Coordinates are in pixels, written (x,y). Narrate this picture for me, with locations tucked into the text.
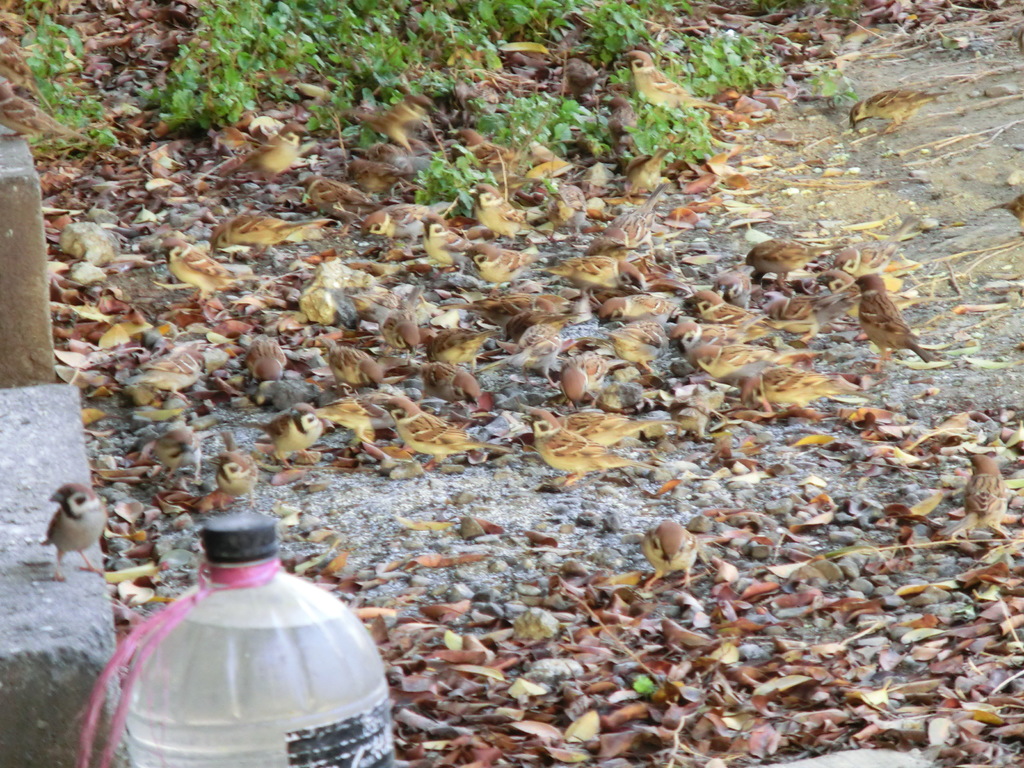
In the foreground of this picture (288,703), there is a bottle (277,654) and a pink thread (232,575) tied to its neck (269,583). In the background (355,268), there are birds (589,383), leafs (618,649) on the ground (585,551) and the plants (234,5) on the top (178,96).
